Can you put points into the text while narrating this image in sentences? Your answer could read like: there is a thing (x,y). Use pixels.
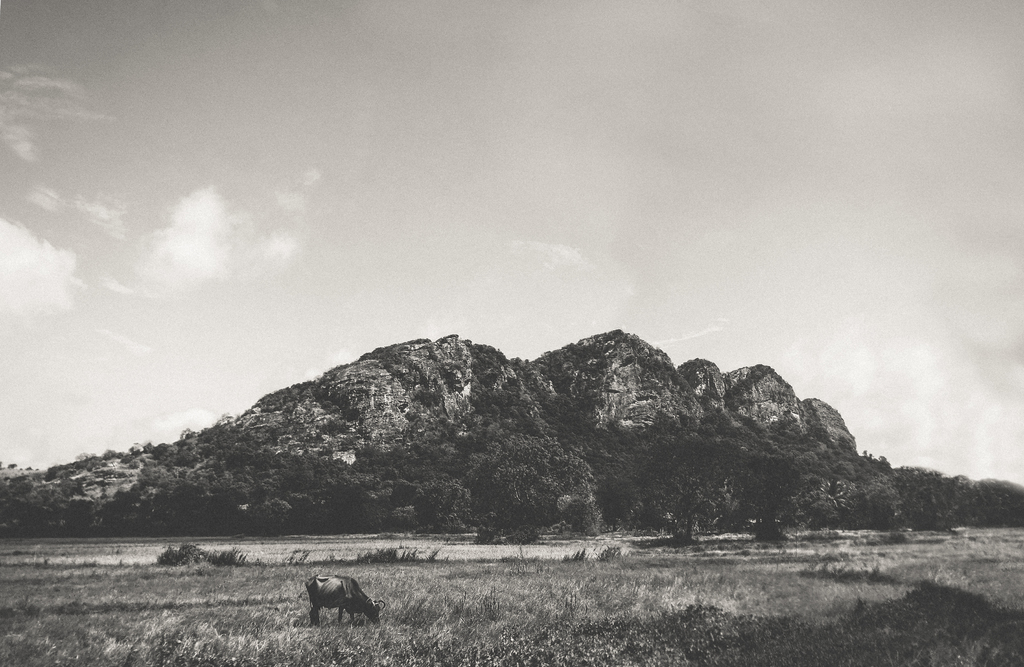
In this picture I can see trees (540,514) and a hill (551,397) and I can see grass (480,603) on the ground (158,628) and a cow (340,605) grazing grass (487,626) and I can see a cloudy sky (509,285).
